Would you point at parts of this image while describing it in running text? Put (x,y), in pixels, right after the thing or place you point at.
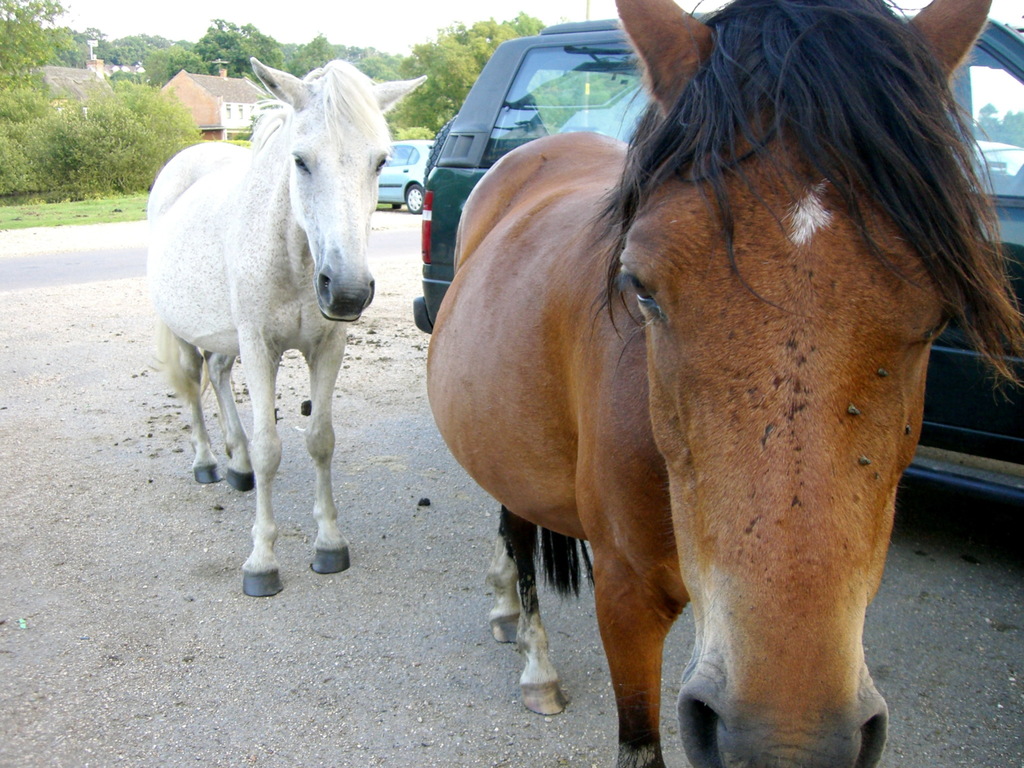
In this image there is a road (277,671) at the bottom (283,682). They look like horses (488,372) in the foreground (644,564). There is a vehicle (975,385) on the right corner (1007,404). There are trees (30,27) on the left corner (0,183). There are houses (192,102), trees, vehicles (499,93) in the background (422,124). And there is sky (344,29) at the top (503,8).
